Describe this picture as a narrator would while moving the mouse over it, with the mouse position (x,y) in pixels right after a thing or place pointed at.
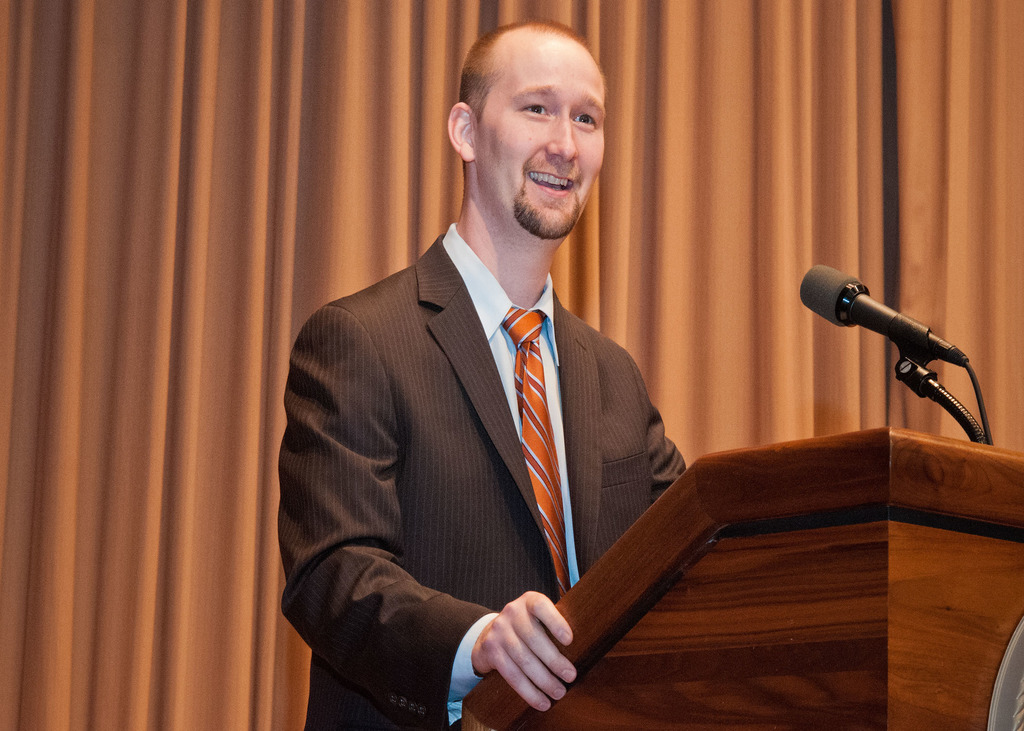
In this picture I can see the podium (763,564) in front (826,288) which there is a mic (893,312) and behind the podium (1005,486) I see a man (494,194) who is standing and I see that he is wearing a suit (486,402) and he is smiling and in the background (122,356) I see the curtains (66,597).
